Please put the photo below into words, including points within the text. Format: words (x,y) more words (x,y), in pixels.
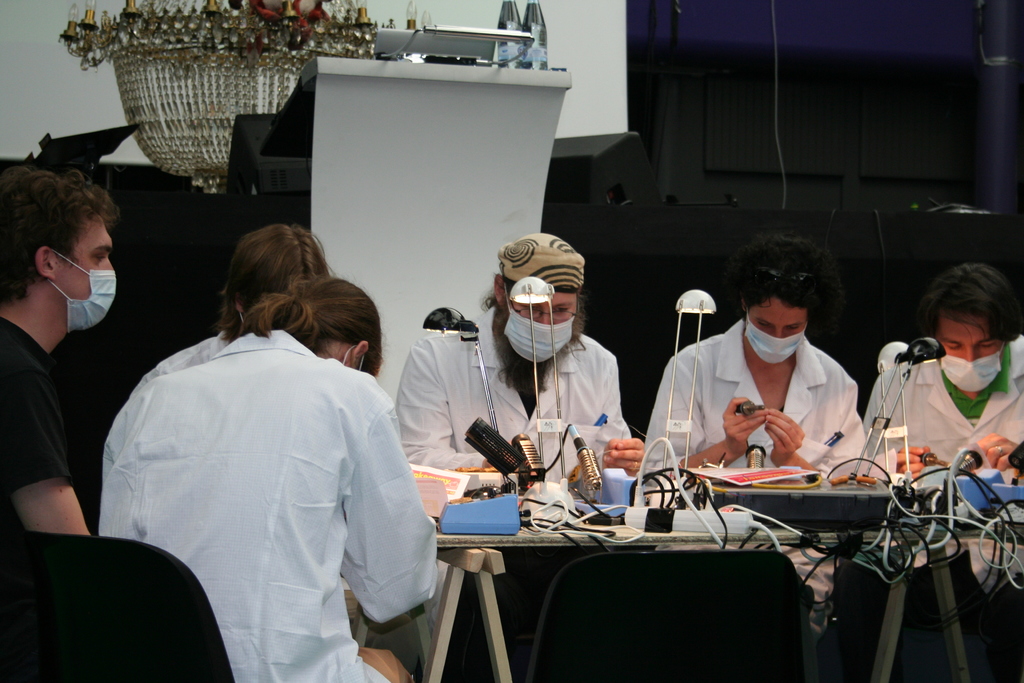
In this image we can see people (368,513) sitting on the chairs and a table (610,525) is placed in front of them. On the table (627,531) there are some machines (490,514) and cables (600,531) connected to them. In the background (188,58) there are speakers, desktops (486,34), disposable bottles (515,34) and a chandelier (319,52).
